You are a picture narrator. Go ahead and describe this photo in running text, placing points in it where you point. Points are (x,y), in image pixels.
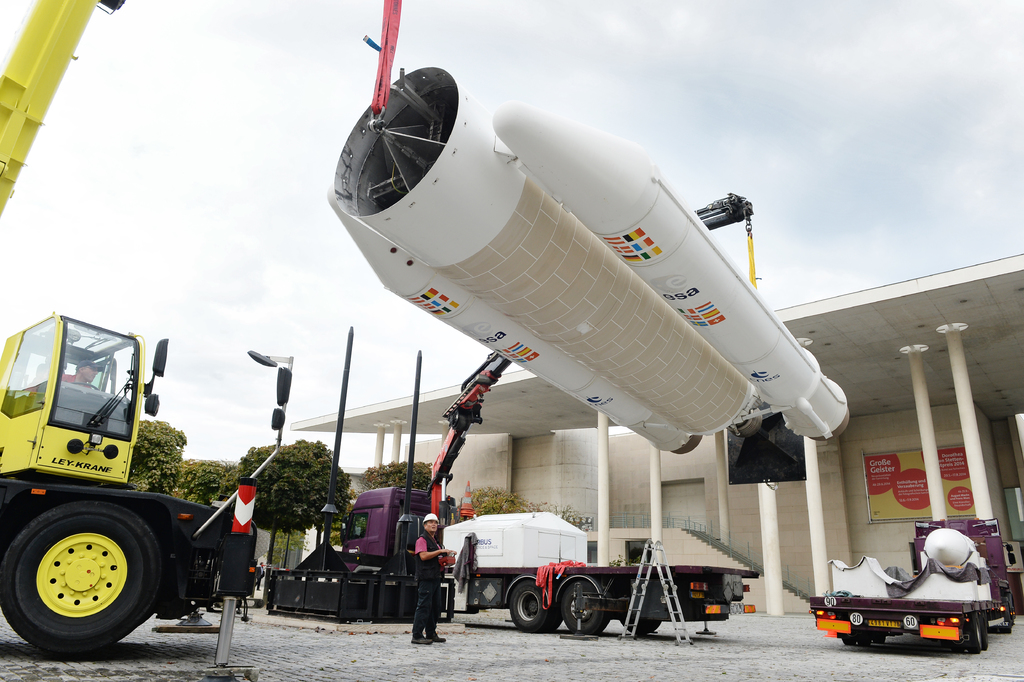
In this image we can see motor vehicles (440,530), spare parts (683,347) of an air craft (674,284), building (794,543), trees (344,509), advertisement board (894,489), person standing on the floor (399,651) and sky (352,65) with clouds (243,88).
